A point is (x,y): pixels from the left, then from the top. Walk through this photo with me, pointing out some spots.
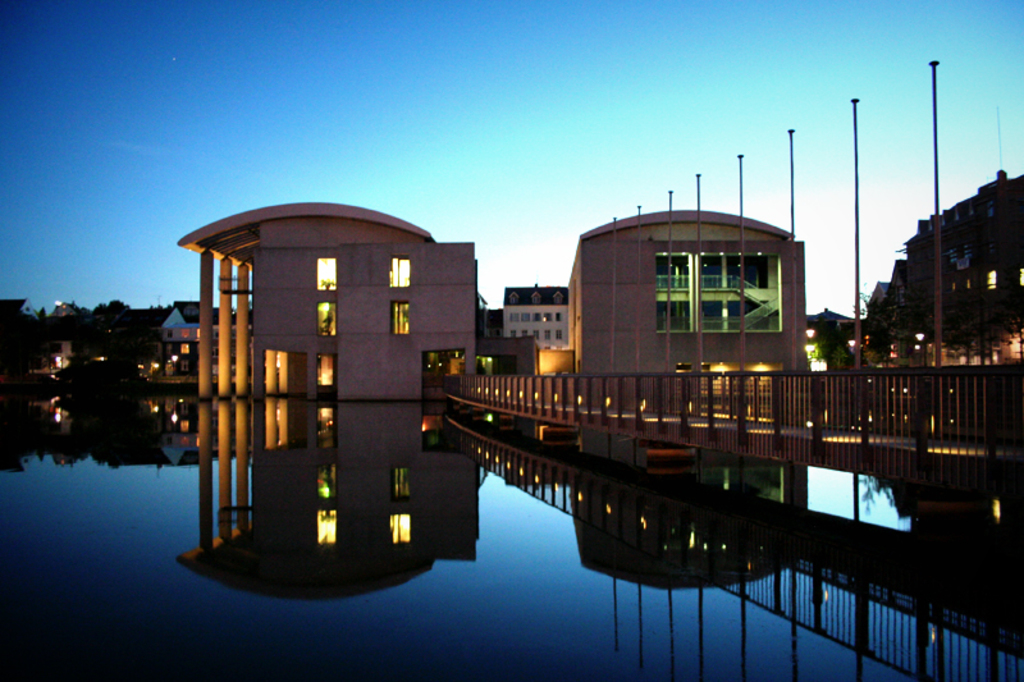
On the left side (241,525), there is water (218,600). On the right side (863,397), there is a bridge (548,380) having a fence (548,380) on both sides. In the background (1008,262), there are trees (68,320), buildings (679,227) and there is the blue sky (830,156).
